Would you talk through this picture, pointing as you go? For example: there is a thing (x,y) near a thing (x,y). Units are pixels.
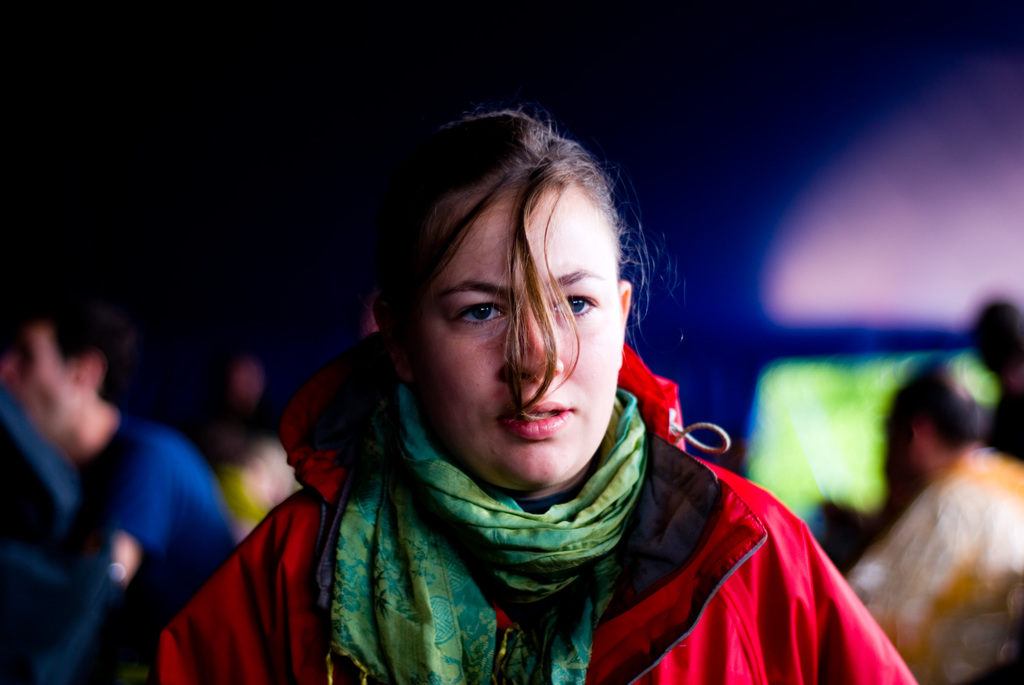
In the center of the image (449,407) we can see a lady (554,417) is wearing a jacket (280,607), scarf (436,561). In the background of the image (2,604) we can see some people (997,315) are sitting and also we can see the lights (968,374). At the top (410,67), the image is dark.
